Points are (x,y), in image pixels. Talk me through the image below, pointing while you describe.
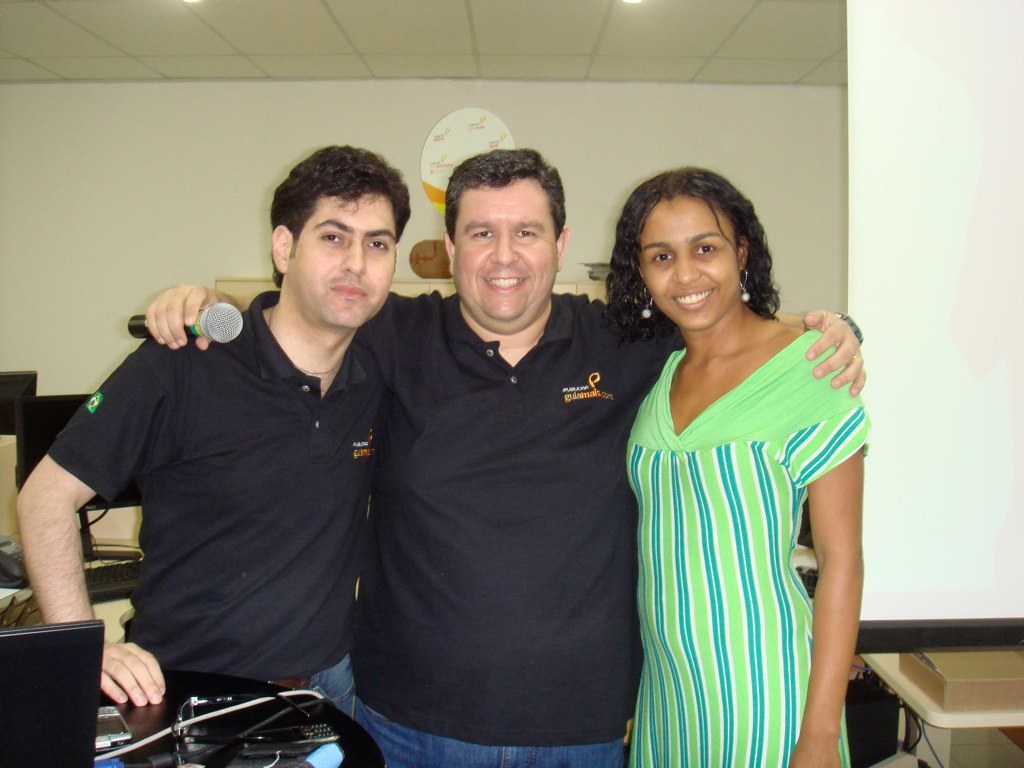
In this picture we can see two men (189,415) and a woman (634,268) standing and smiling where a man (189,297) holding a mic (216,319) with his hand (185,322) and in front of them we can see a spectacle (185,738), mobiles (117,715) on a table (134,702) and in the background (46,299) we can see wall (742,118).
